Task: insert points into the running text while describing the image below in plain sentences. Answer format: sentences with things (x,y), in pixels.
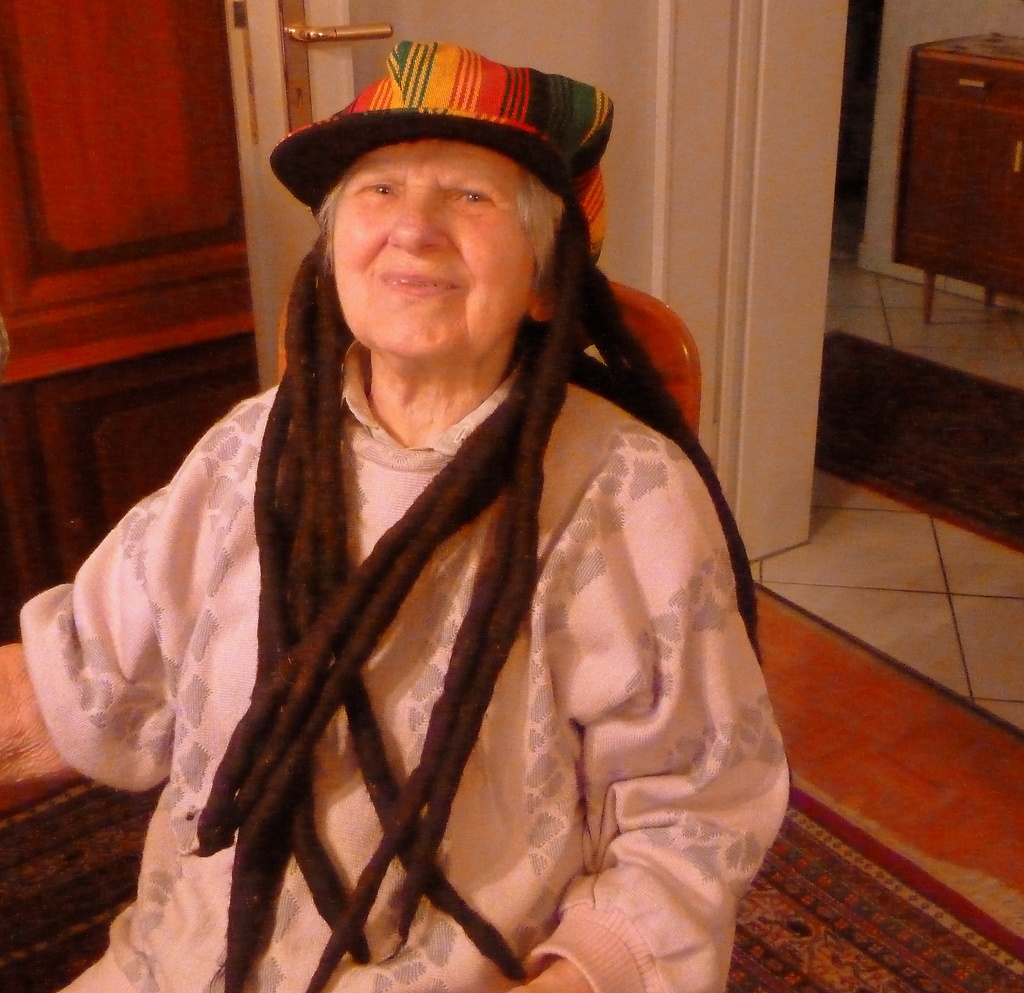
In this image we can see an old person (384,562) sitting on the chair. In the background of the image (157,45) there is a wall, door (668,252) and other objects (89,110).
